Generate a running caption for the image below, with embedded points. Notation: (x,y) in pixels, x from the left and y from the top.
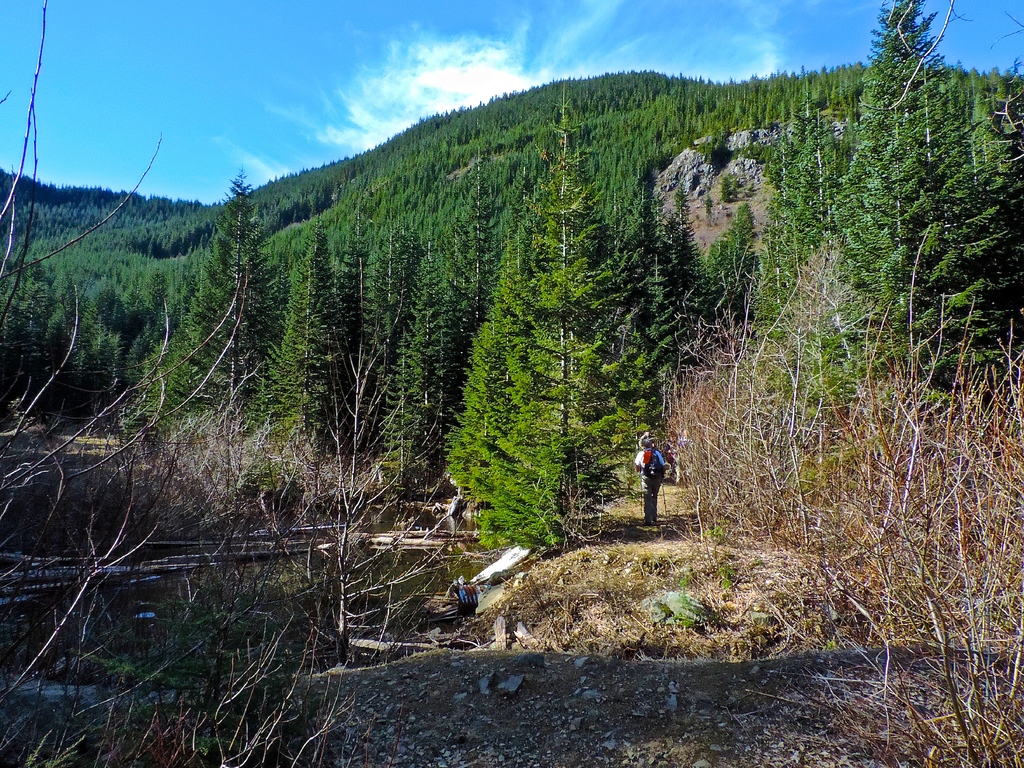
In this picture we can see trees (520,446), grass (692,570) and water (463,574). In the background of the image (389,56) we can see the sky (395,67) with clouds (378,81).
